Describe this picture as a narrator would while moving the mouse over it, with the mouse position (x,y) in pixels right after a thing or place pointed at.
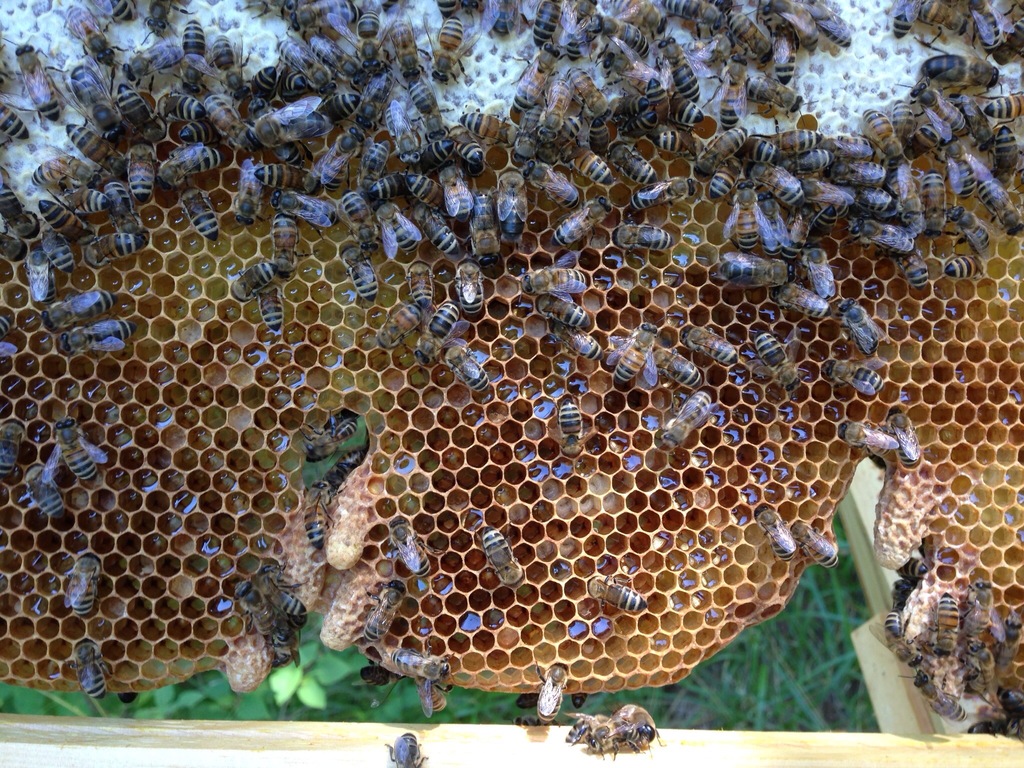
In this picture we can see some honey bees (588,338) to the honey bee hives (665,606), behind we can see some leaves (189,702).
